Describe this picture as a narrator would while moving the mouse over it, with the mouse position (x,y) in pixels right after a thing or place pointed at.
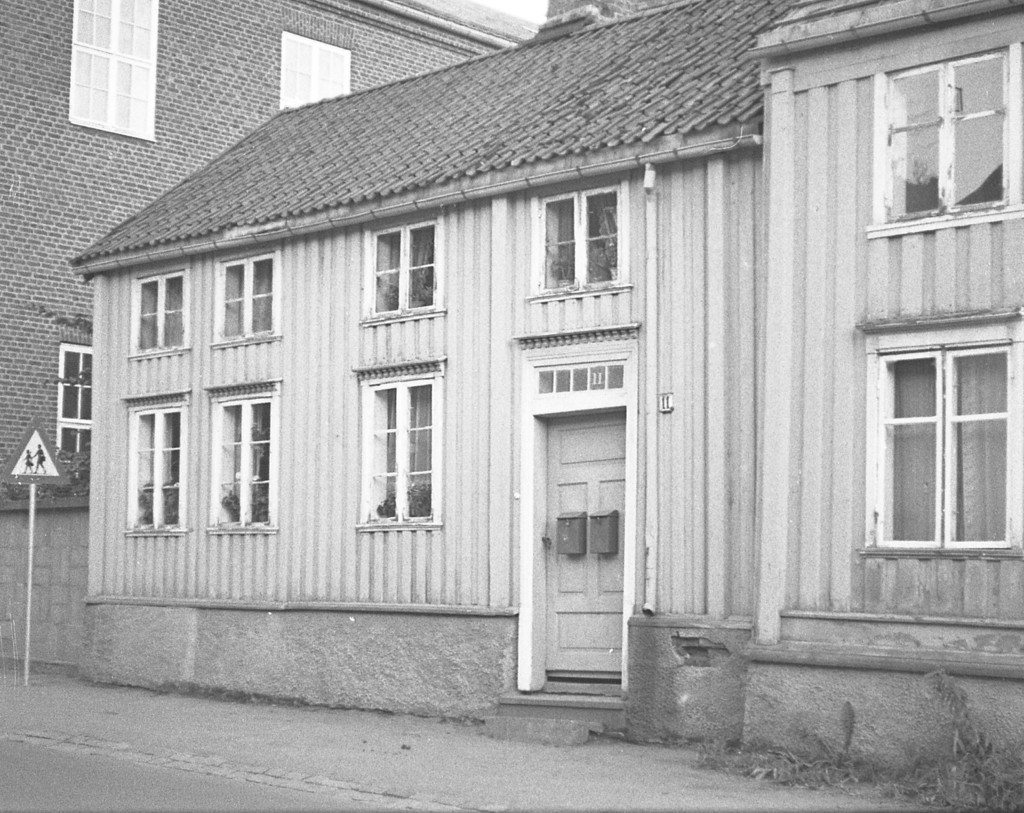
House (185,459) with windows (411,447) and door (545,546). Here we can see a signboard (37,453).
